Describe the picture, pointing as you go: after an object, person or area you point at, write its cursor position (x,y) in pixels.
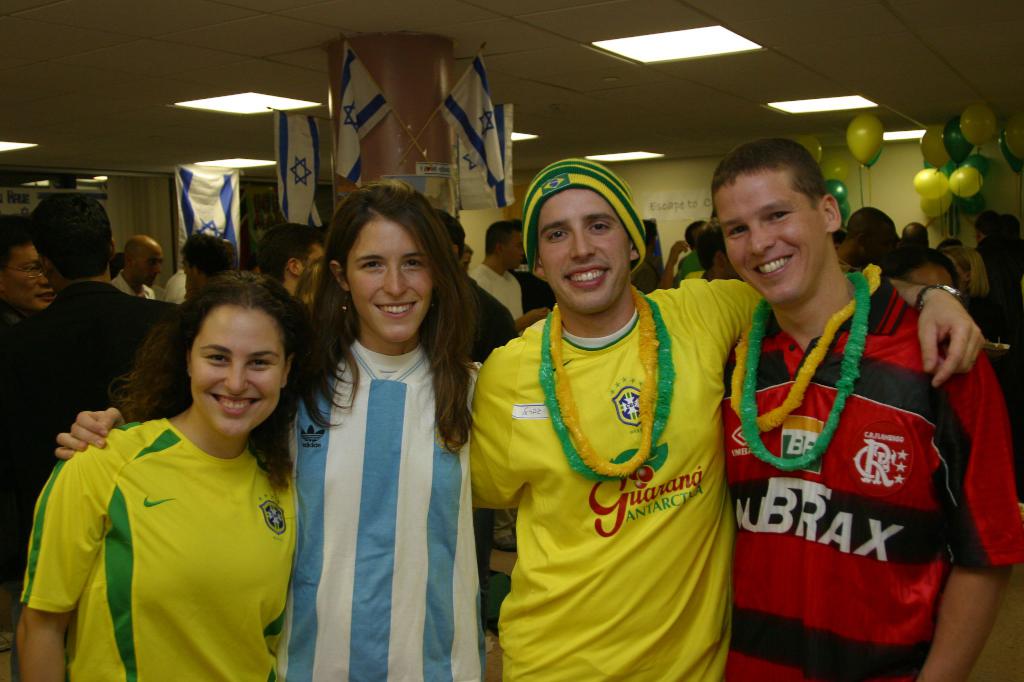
In this picture we can see a group of people (530,474) standing. Behind the people (268,312) there is a pillar (383,132), flags (366,98), balloons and it looks a banner (665,209) on the wall (675,183). At the top (813,103) there are ceiling lights (813,103).
